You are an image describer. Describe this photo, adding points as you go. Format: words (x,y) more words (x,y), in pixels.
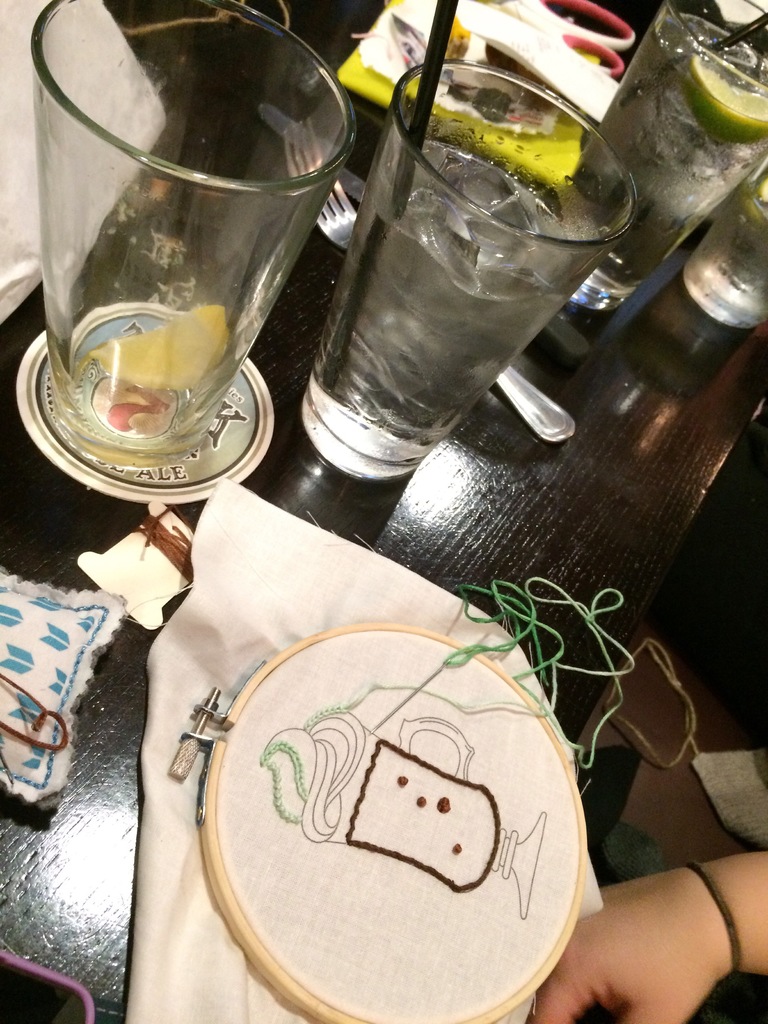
In this picture I can see glasses (409,233) and spoons (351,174) on the table (345,182). I can see the cloth (309,532). I can see wooden object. I can see the hand (677,905) of a person (665,903) on the right side (634,909).
